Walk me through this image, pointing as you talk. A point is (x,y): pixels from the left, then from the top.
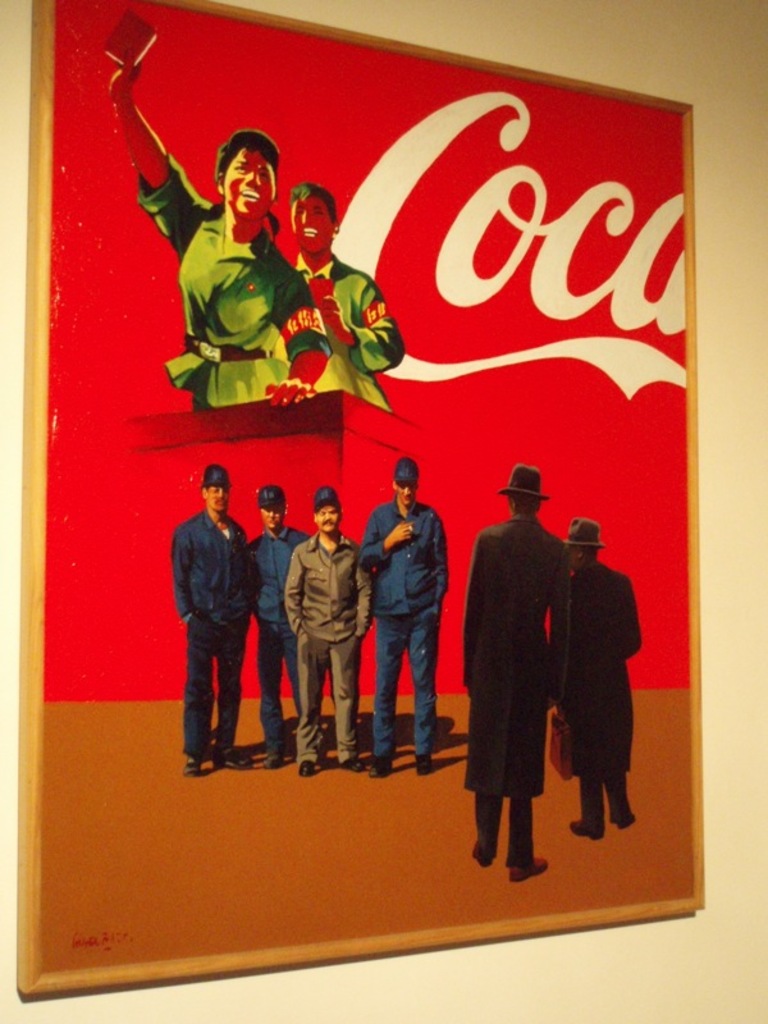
In this image there is a photo frame (249,587) on the wall (730,180), there are person (383,638) in the photo frame (371,618), there is text (492,277) in the photoframe (409,287), there is text (474,222) truncated towards the right of the photoframe (482,292).
